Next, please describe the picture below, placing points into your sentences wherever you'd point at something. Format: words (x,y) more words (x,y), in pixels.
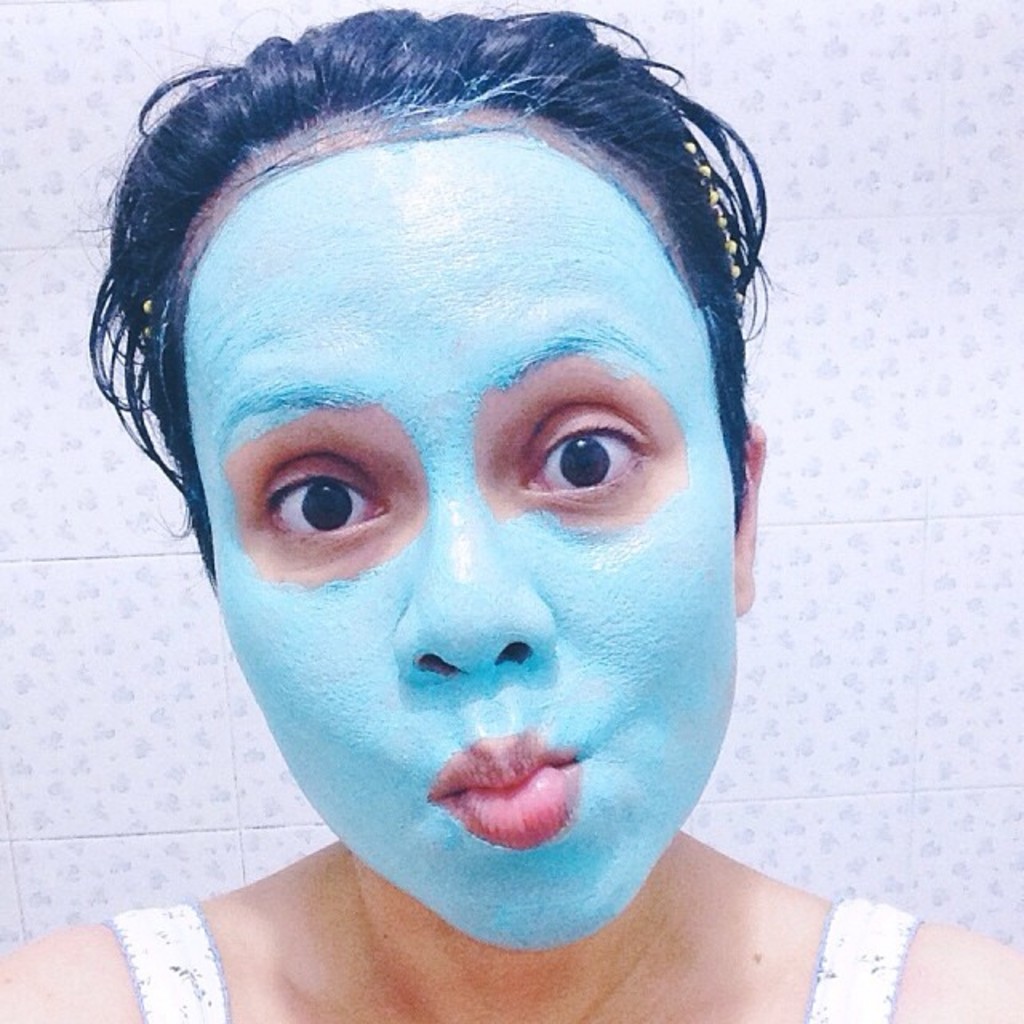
Here we can see a woman (481,293) with a face pack (266,658) and looking forward.
